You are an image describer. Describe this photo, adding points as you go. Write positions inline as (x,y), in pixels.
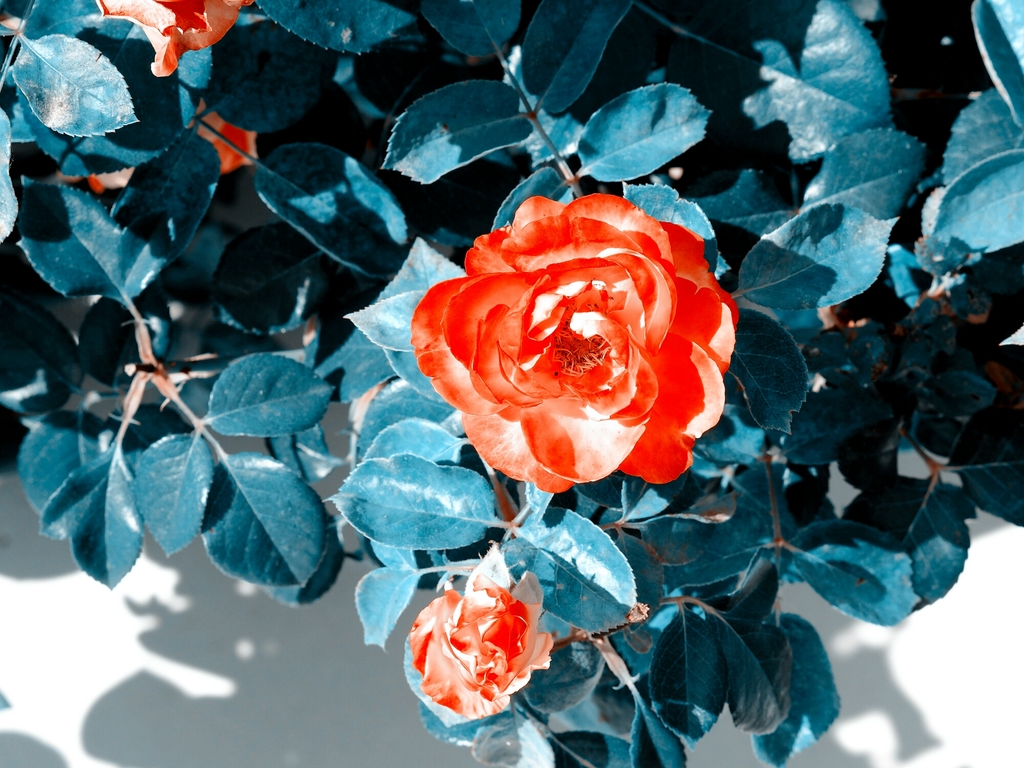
In this image we can see plants (381,498) and flowers (542,327) to them.
